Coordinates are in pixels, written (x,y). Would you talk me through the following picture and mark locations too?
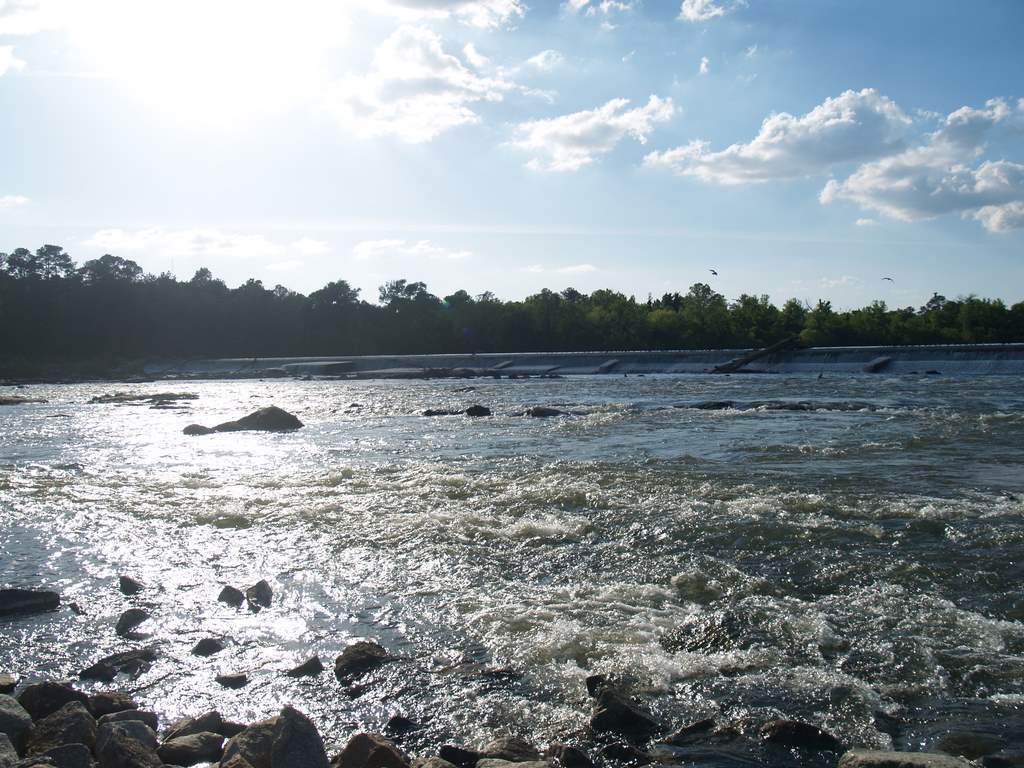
In this image we can see water (333,464). Also there are rocks (480,415). In the background (451,308) there are trees (738,309) and sky (611,153) with clouds (827,165).
